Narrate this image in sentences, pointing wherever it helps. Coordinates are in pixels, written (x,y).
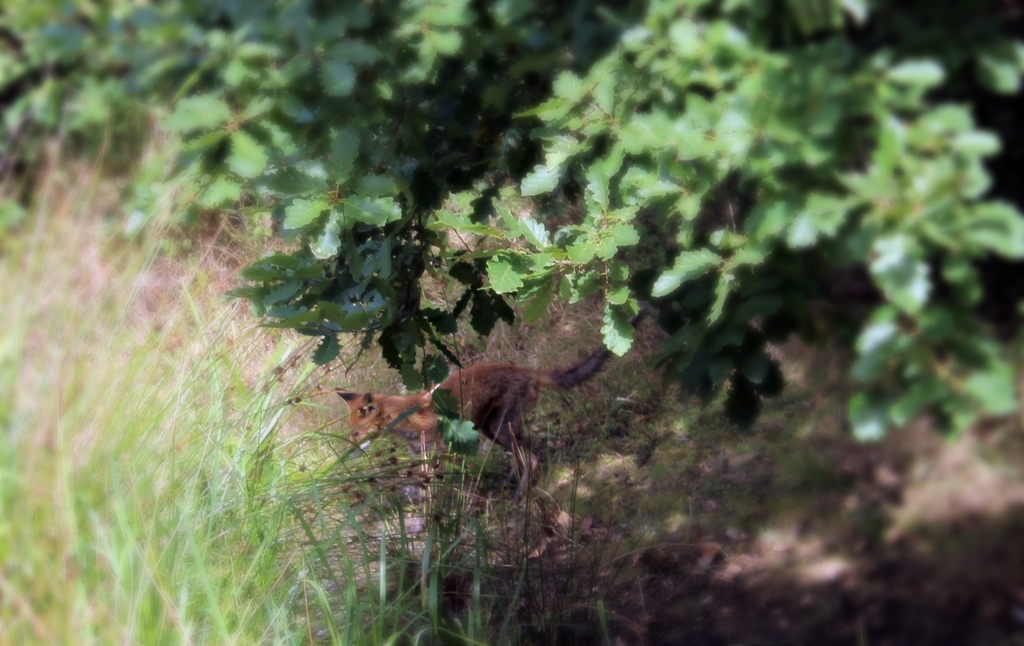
There is an animal (513,430) on the grass (498,455) and we can see green leaves (473,33).
